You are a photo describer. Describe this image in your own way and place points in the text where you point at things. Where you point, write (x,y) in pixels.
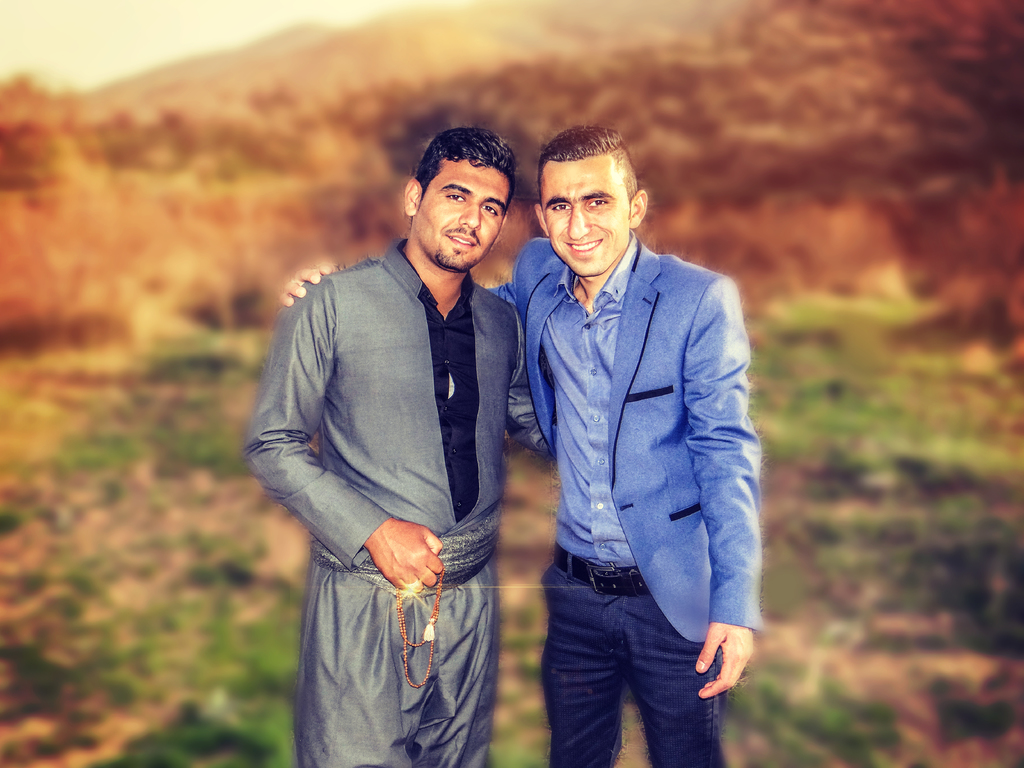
In this image in front (511,331) there are two people (482,349). Behind them there are mountains (206,119). At the bottom of the image (115,636) there is grass (190,578) on the surface (200,506). In the background of the image (155,24) there is sky (134,17).
